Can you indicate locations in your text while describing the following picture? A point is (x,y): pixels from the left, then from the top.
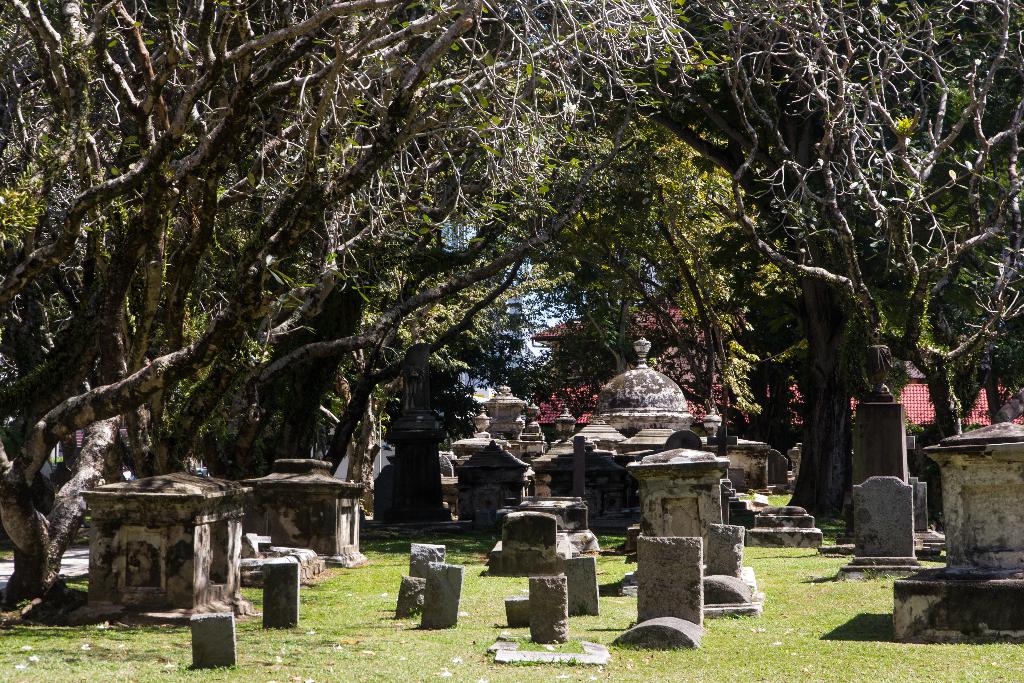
In this image I can see few cemeteries (553,662). In the background (684,53) I can see few trees (428,276) in green color, buildings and the sky (552,325) is in blue color.
